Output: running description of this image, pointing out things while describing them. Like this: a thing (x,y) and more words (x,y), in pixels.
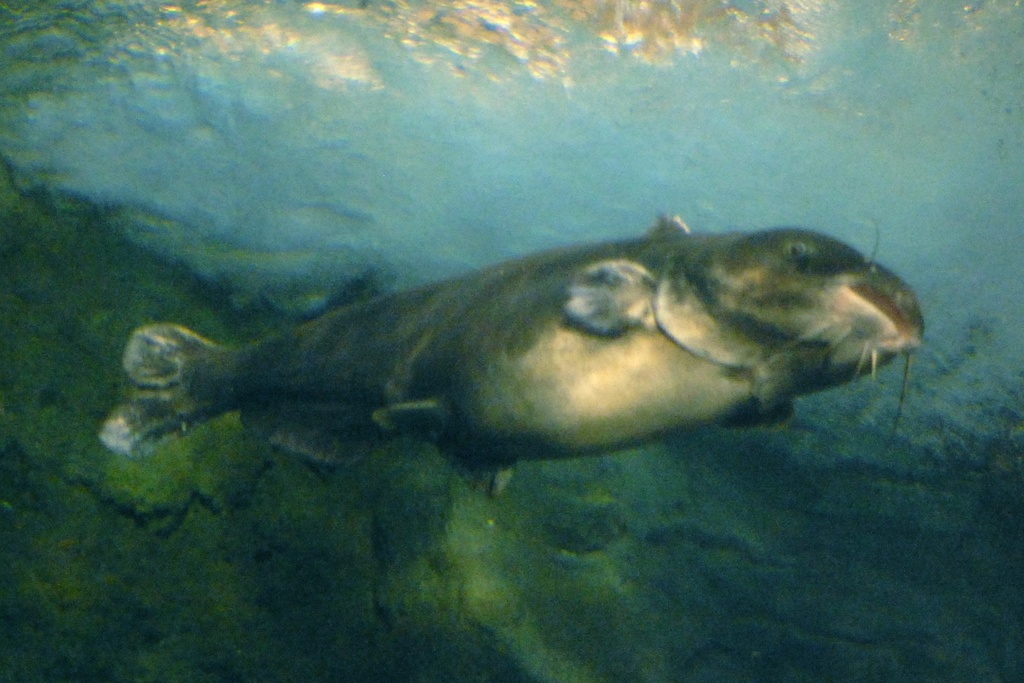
In this image we can see a fish (565,382) in the water (43,376).
